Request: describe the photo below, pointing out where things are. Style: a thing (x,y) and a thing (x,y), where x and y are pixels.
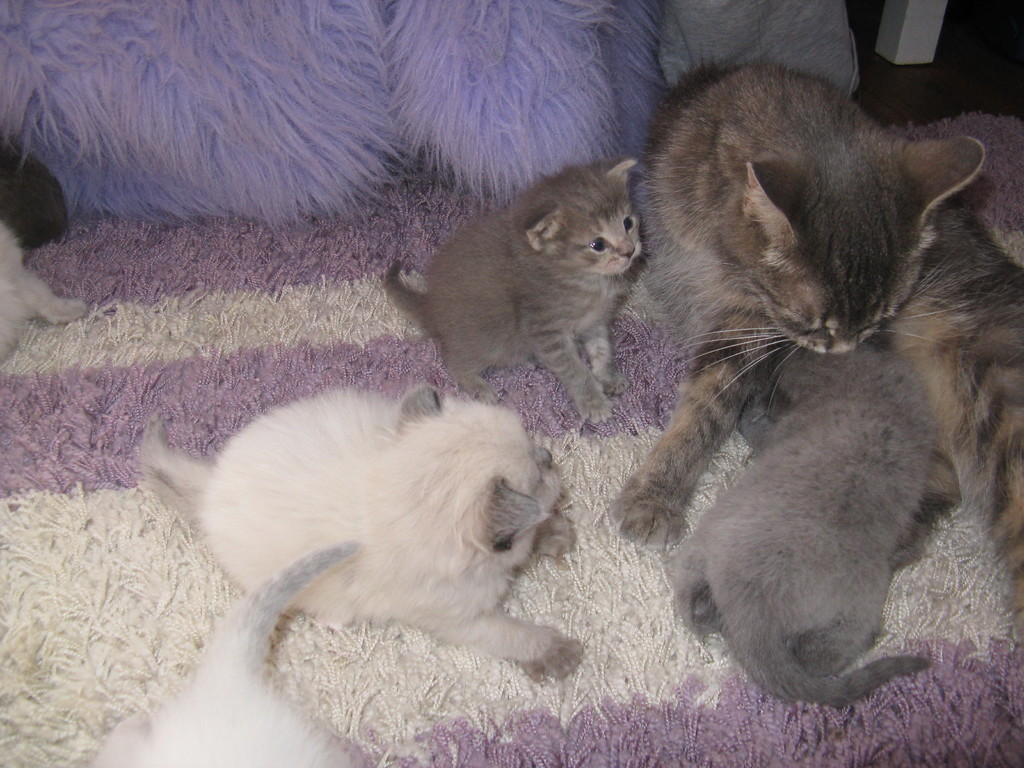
In this image, we can see a cat (657,286) sitting on the carpet (625,602) and we can see small kittens (573,380).
